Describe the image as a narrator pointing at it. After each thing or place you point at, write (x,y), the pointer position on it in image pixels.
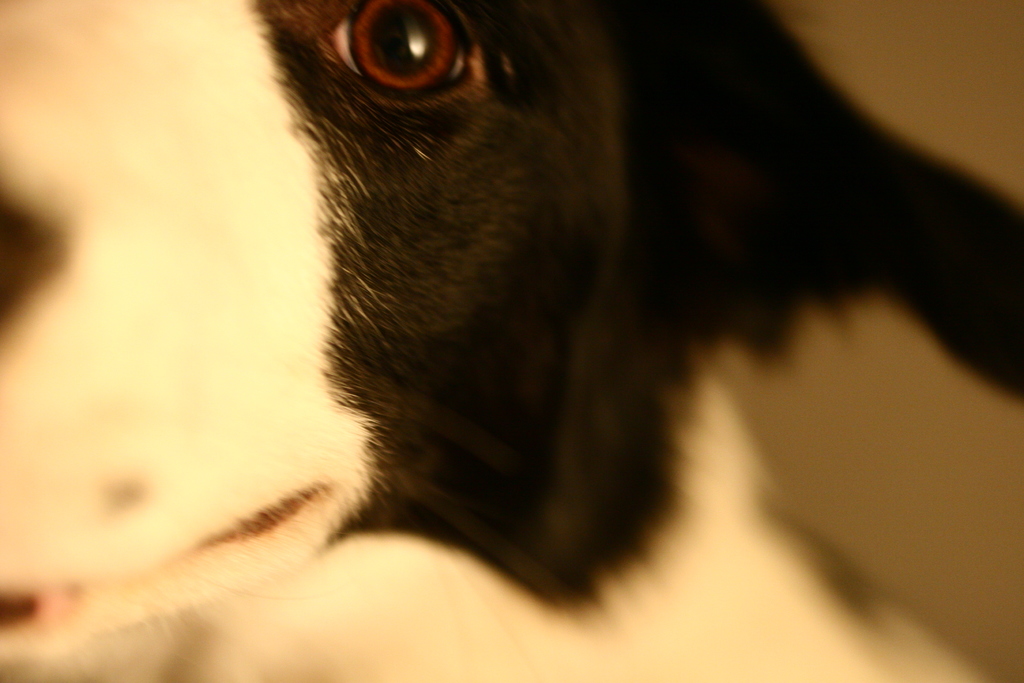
In this image we can see a dog (532,353).
